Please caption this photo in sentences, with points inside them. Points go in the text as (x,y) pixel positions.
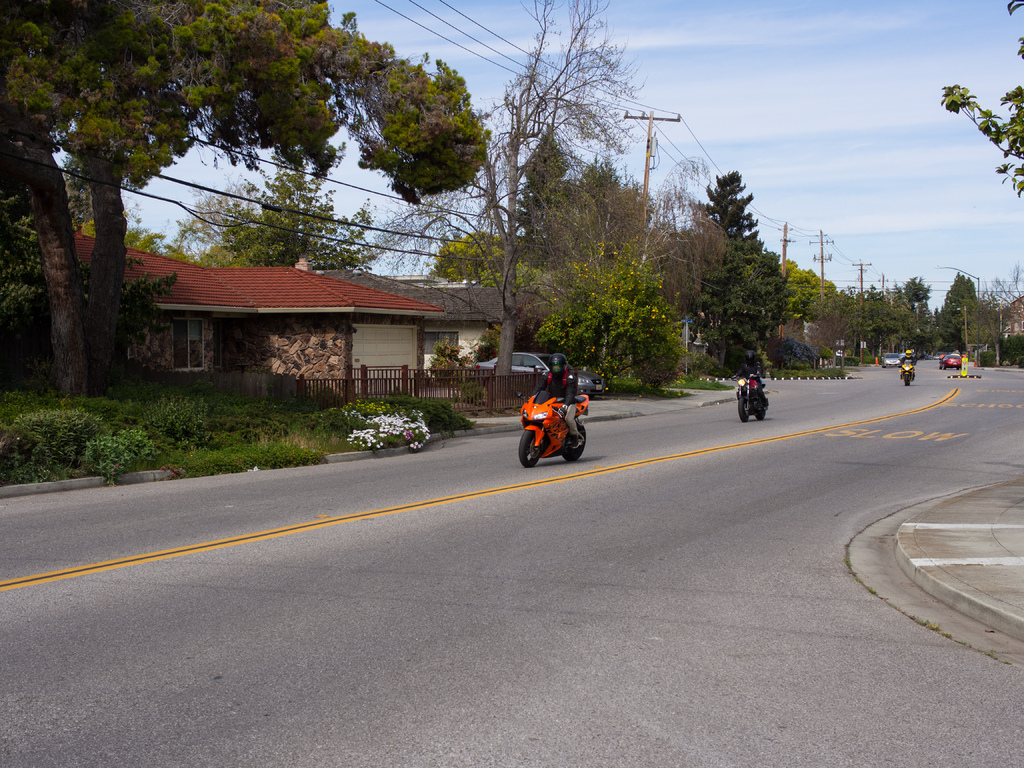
In this image we can see motor vehicles (551,414) on the road (702,407), buildings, wooden grills (527,378), electric poles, electric cables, trees (690,279), shrubs (222,446), grass (197,454) and sky (676,106) with clouds (891,197) in the background (989,184).
